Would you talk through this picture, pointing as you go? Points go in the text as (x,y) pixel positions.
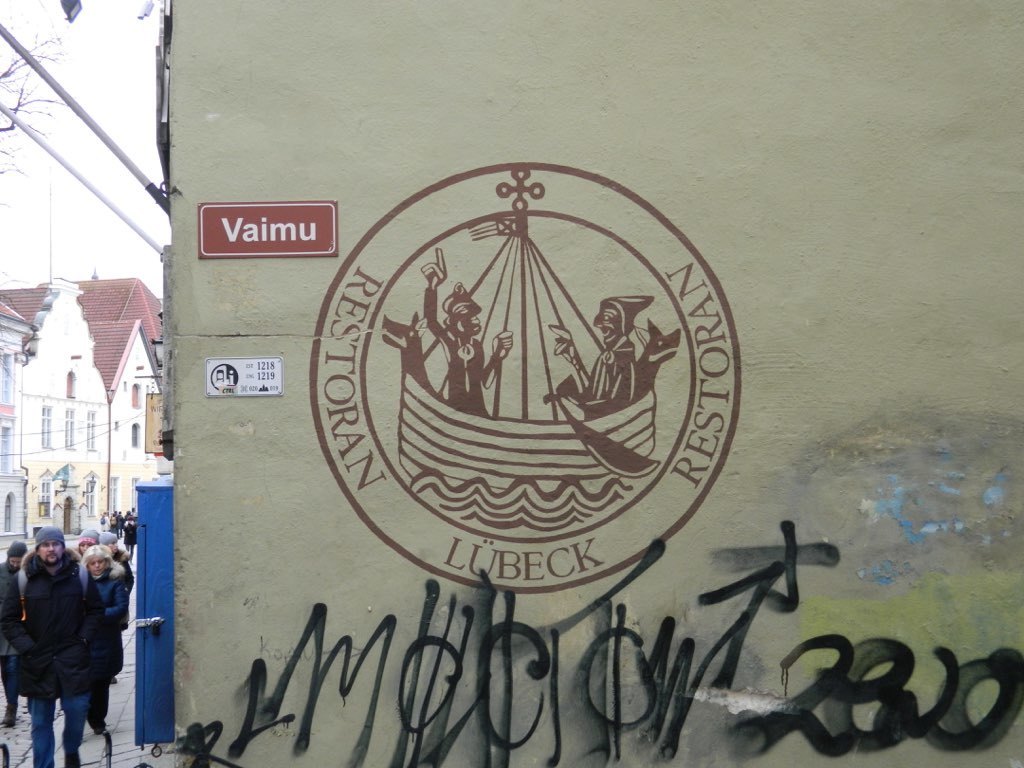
In this picture there are buildings (589,493). In the foreground (636,757) there is text (885,691) and there are boards (252,214) on the wall (372,417) and there is text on the boards (271,216). On the left side of the image (64,587) there are group of people (65,563) walking and there is a box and there are poles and there is a tree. At the top (121,98) there is sky (133,117). At the bottom (134,716) there is a road (95,757).
